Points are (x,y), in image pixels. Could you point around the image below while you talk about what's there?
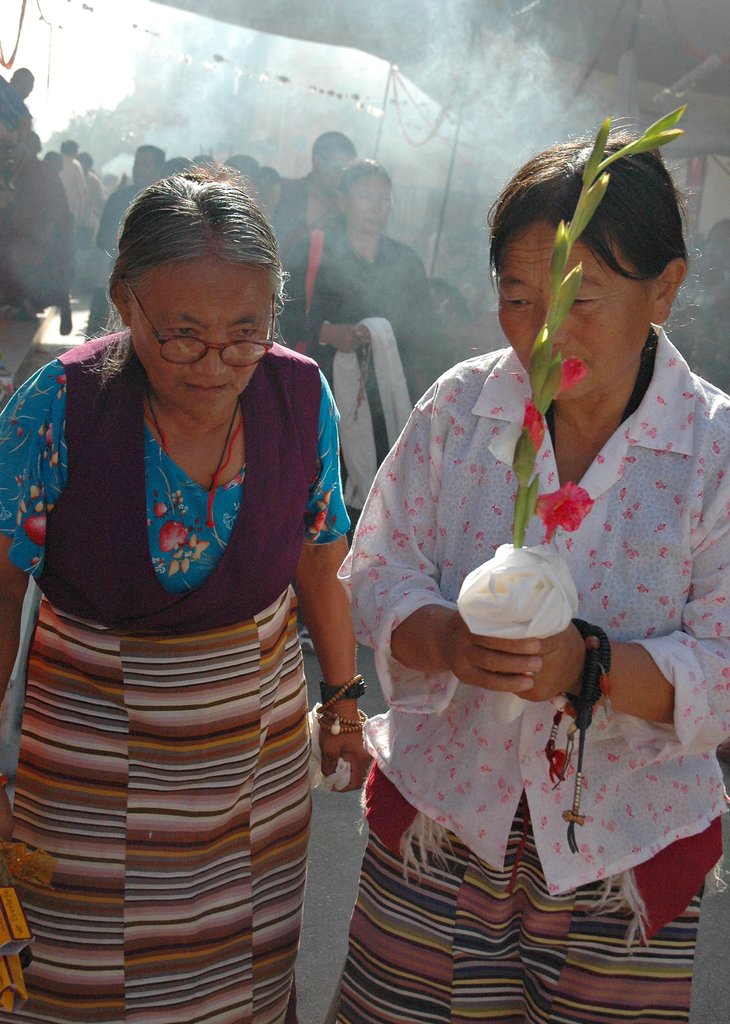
In the foreground of this picture (388,551), there are two women (379,562) and one woman (537,471) is holding a plant (570,382) in her hand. In the background (271,101) there is the crowd (77,163), smoke (226,77) and the tent (371,46).
